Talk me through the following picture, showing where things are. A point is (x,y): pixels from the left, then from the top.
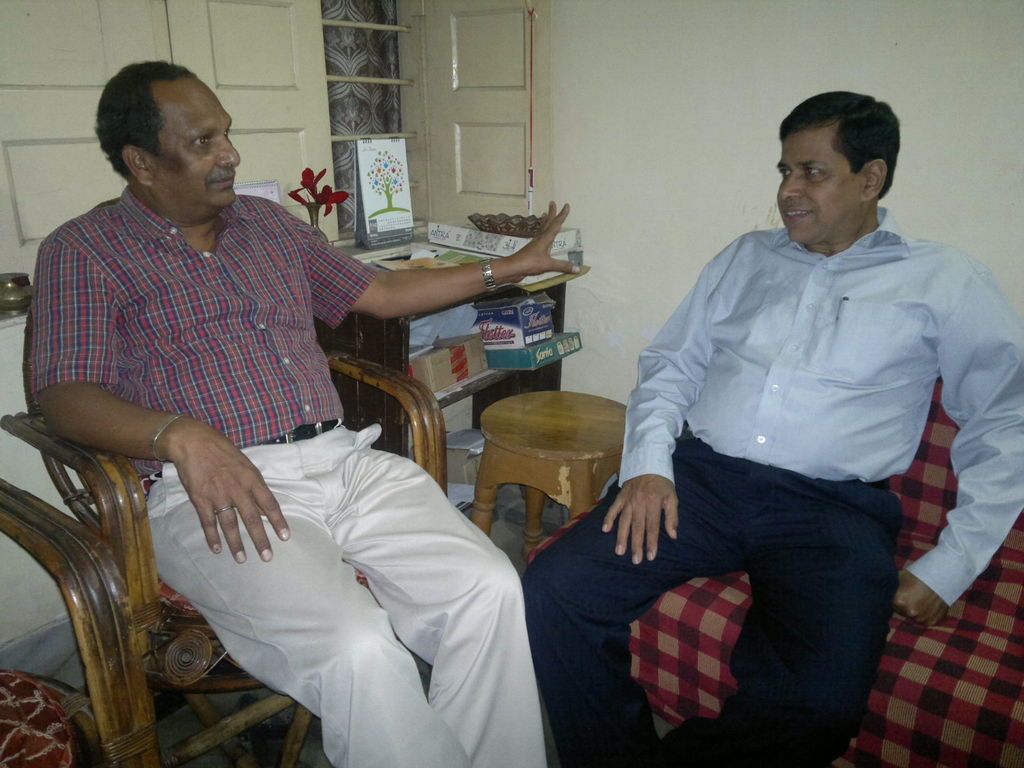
This picture shows two men (400,691) seated on the chair (374,378) and a man (271,506) speaking and we see a table (473,390) and a window (315,158).
